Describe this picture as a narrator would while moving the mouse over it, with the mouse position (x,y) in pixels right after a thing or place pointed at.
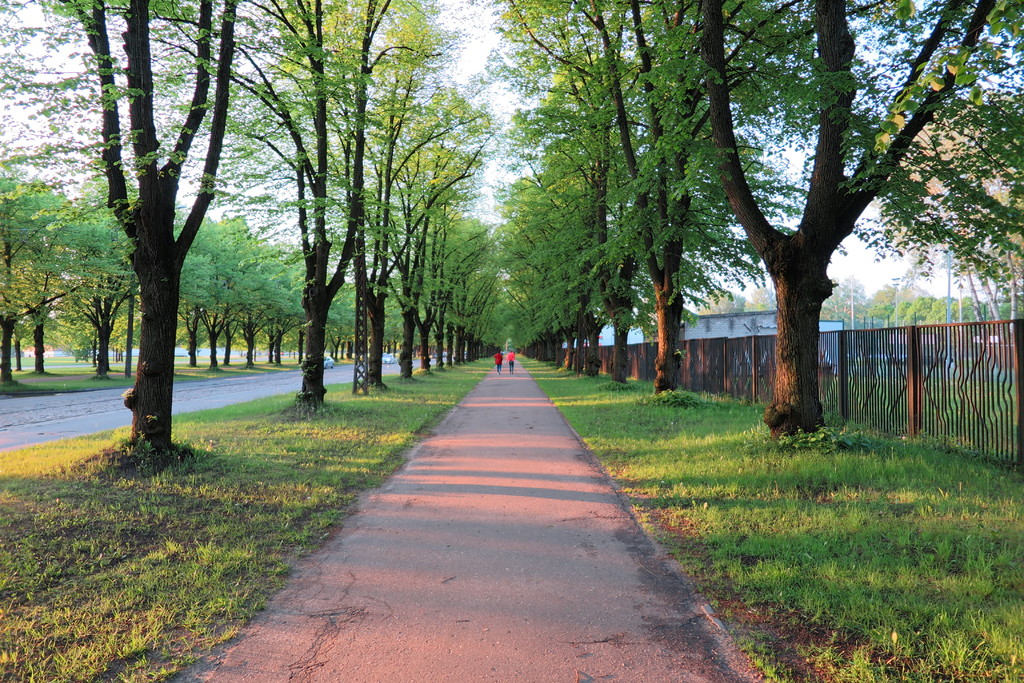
This image is taken outdoors. At the bottom of the image (415,543) there is a road (467,499) and there is a ground (116,555) with grass (182,509) on it. On the right side of the image (730,346) there is a metal fence (759,361) and there is a house (734,318). There are a few trees (787,309). In the middle of the image (510,364) two people (512,355) are walking on the road (486,391). There are many trees (219,323) on the ground (209,423).
